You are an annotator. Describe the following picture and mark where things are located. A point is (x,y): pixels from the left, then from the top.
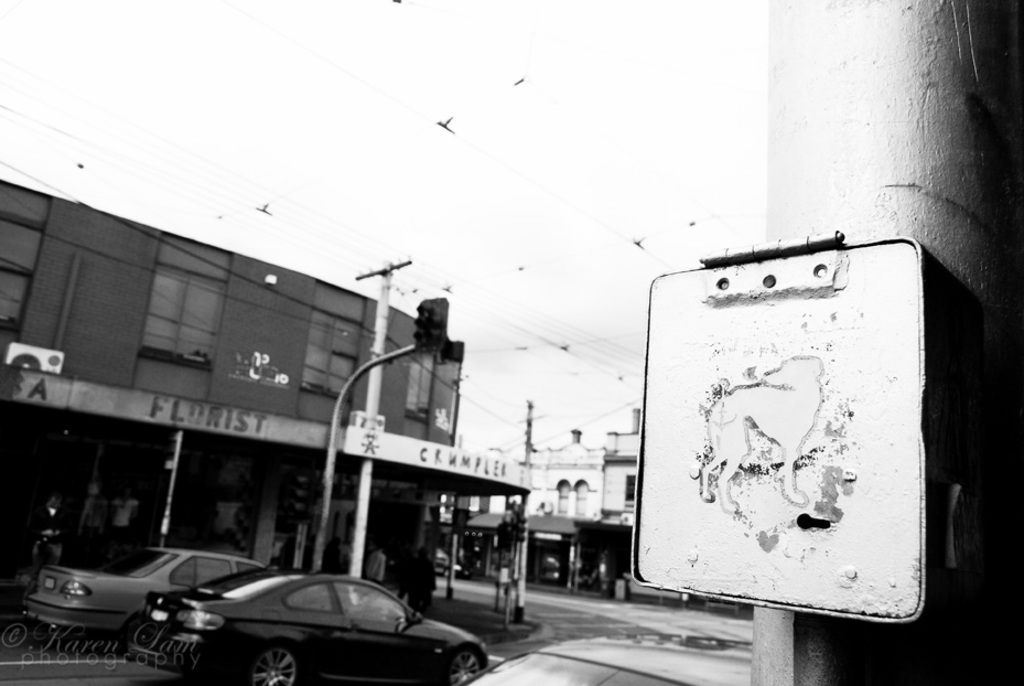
In this black and white image there are buildings (241,459), in front of the buildings (283,536) there are a few people (49,518) standing and walking and there are few vehicles (590,650) on the road (549,625), utility poles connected with cables (509,320), there is a board (675,291) attached to the pole (905,127). In the background (561,505) there are buildings (476,506) and the sky (472,238).
